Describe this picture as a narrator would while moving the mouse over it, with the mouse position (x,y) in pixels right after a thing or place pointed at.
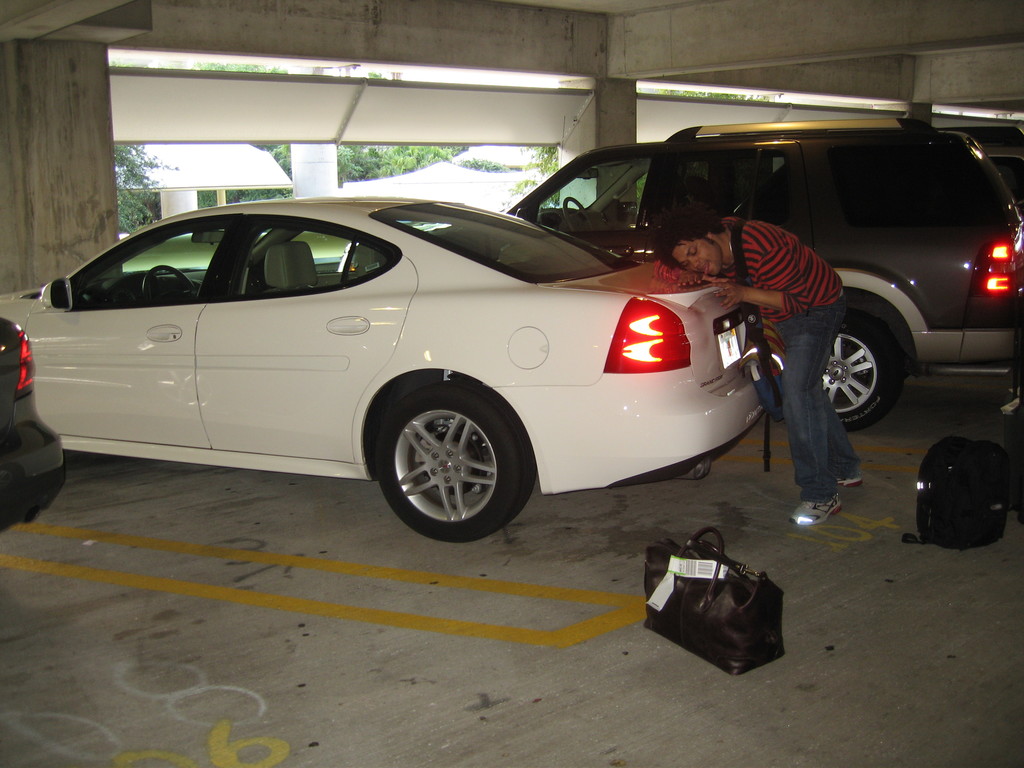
In this image I can see a person (789,255) wearing a red t-shirt (797,270) and blue jeans (826,342) and shoes (811,508) is leaning on the white car (510,255). I can see two bags (737,566) on the floor (915,505) and few other vehicles (962,212). In the background (611,112) i can see few pillars (620,102), a board (554,102), few trees (343,157).
